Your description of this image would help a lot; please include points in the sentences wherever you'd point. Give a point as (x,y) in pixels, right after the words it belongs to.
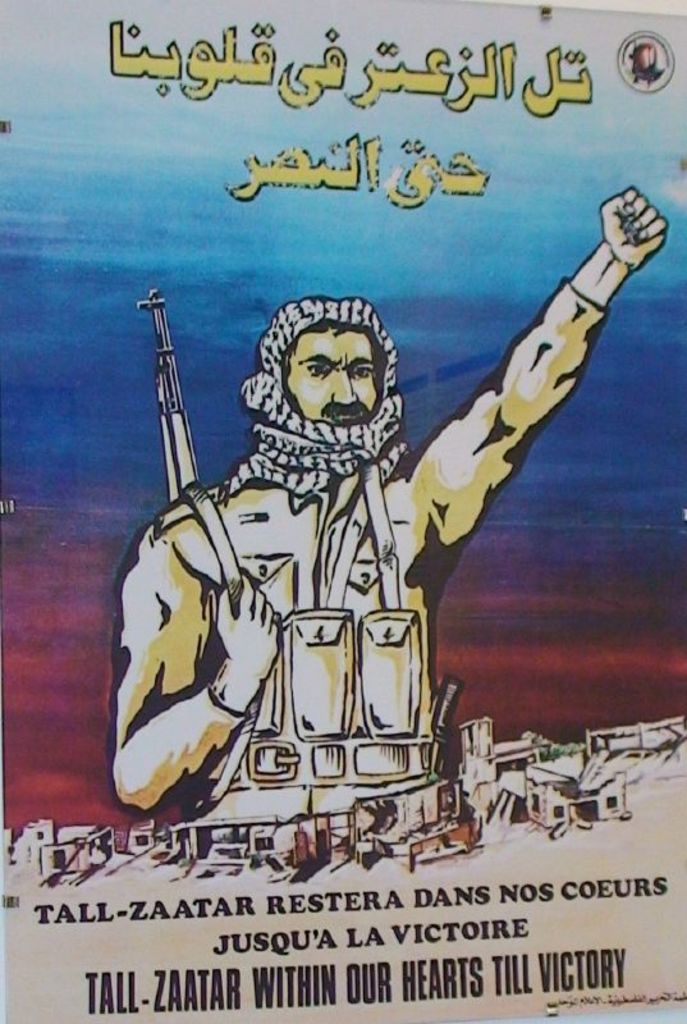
In this picture I can see a poster (400,314) on which there is a depiction of a man (259,540) and I see something is written on this poster (488,150).
